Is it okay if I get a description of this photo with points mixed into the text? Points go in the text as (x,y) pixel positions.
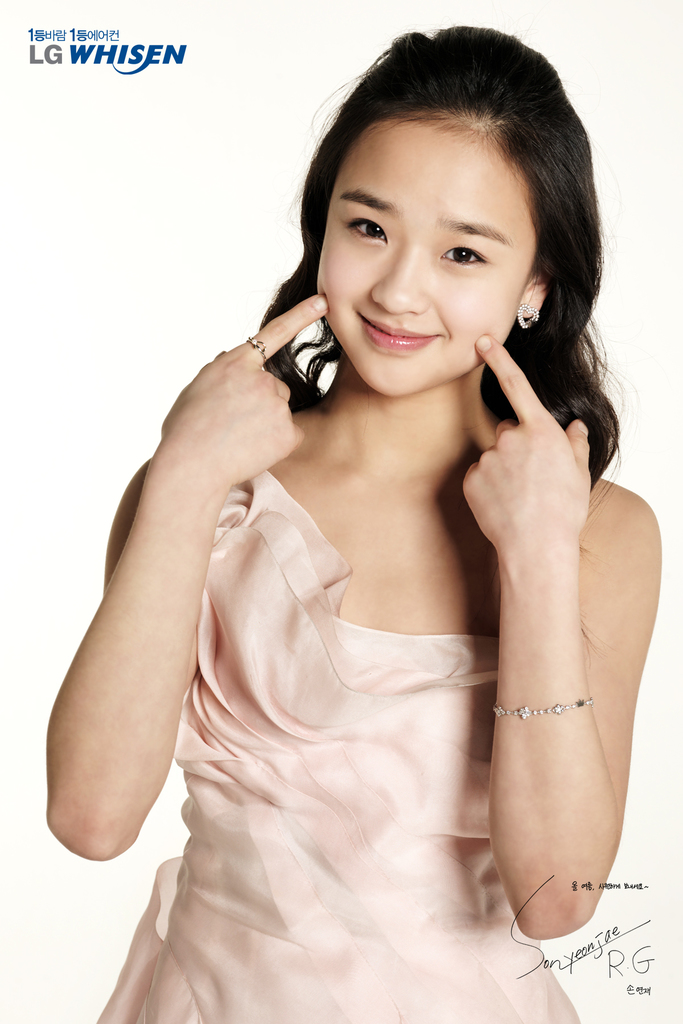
The picture consists of a woman (331,540). At the top (104,39) there is text (36,56). At the bottom (596,941) there is a signature (563,916). The background (22,607) is white.
